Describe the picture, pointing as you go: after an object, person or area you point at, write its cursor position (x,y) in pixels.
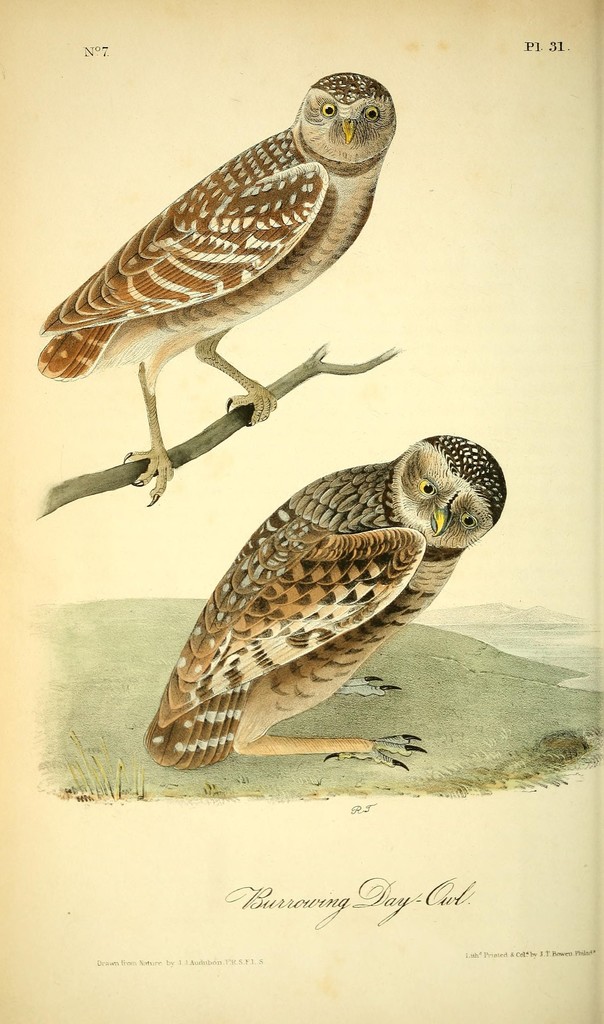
In this image we can see drawings (269,265) of owls (162,271). One owl (75,329) is on a stem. Also there is text (326,895) on the image.
